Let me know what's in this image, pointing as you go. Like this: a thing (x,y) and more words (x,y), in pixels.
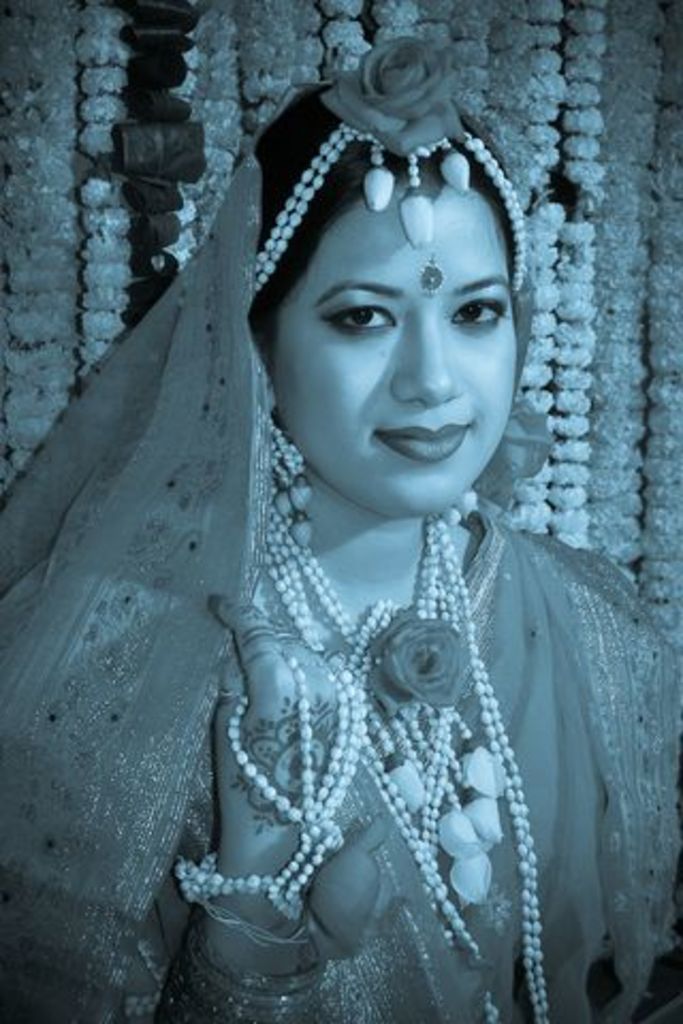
In this image there is a woman (170,608) smiling, and in the background (523,142) there are flower garlands (20,45).
